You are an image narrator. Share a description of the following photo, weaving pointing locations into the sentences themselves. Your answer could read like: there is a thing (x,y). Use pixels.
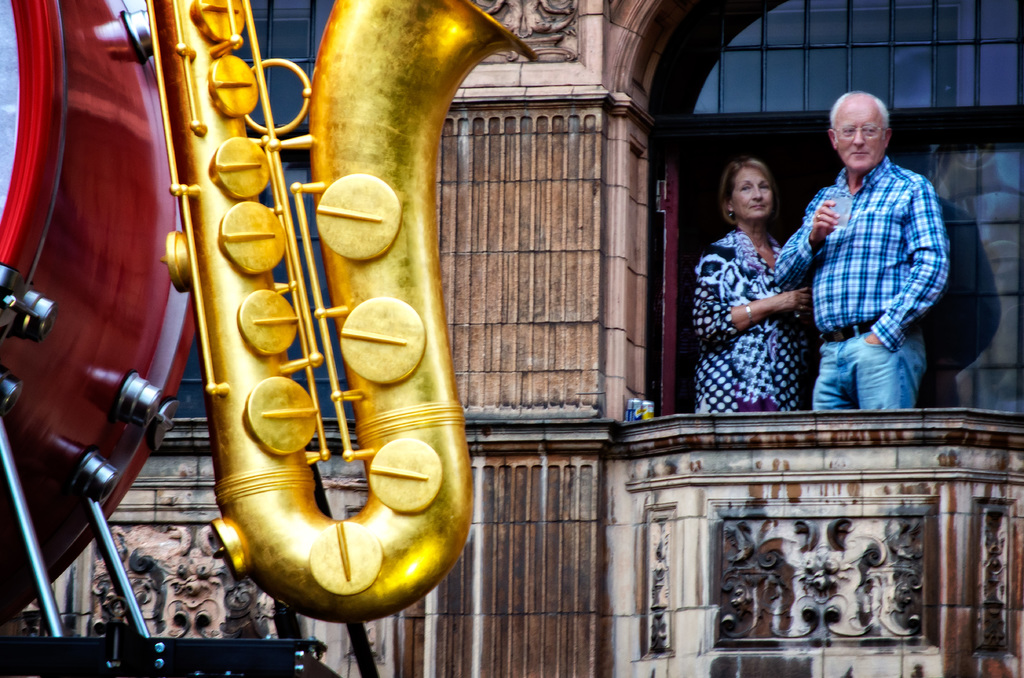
In this image, on the right side (824,274), we can see two people (841,287) man (814,289) and woman (806,321) are standing in the balcony (801,443). On the left side (205,231), we can see a musical instrument (195,192). In the background (644,280), we can see a building (628,614).
